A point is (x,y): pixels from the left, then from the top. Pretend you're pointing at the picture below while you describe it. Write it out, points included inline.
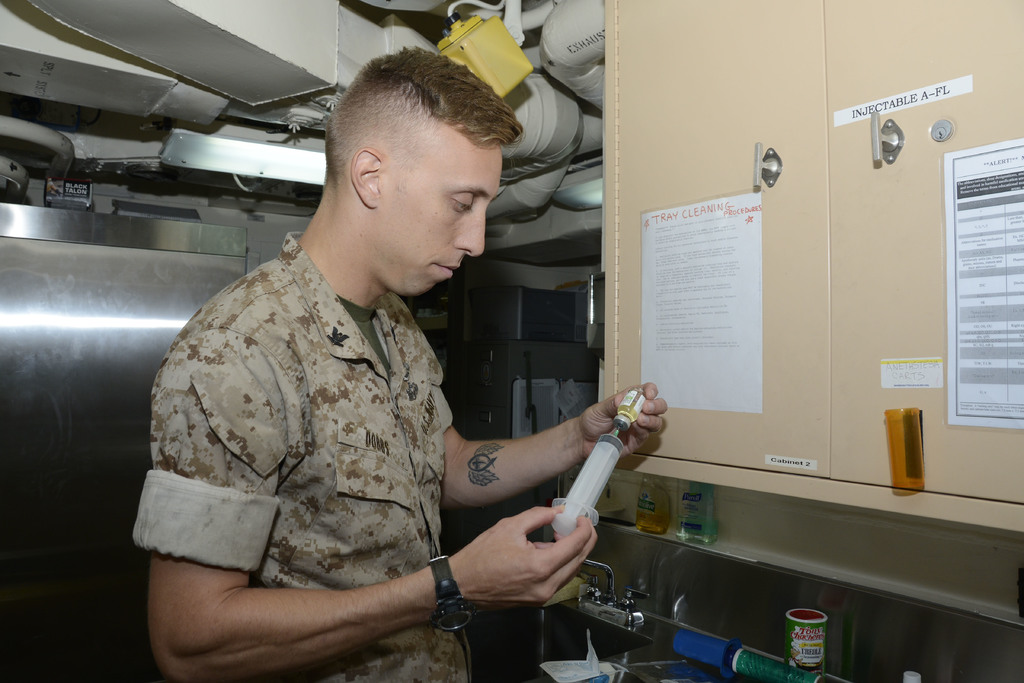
In this image I can see a person (321,479) wearing grey and brown colored shirt (308,430) is standing and holding a syringe (594,469) in his hand (545,558). In the background (631,288) I can see the cream colored cabinets (739,131), few papers (733,391) attached to them, few pipes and few other objects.
